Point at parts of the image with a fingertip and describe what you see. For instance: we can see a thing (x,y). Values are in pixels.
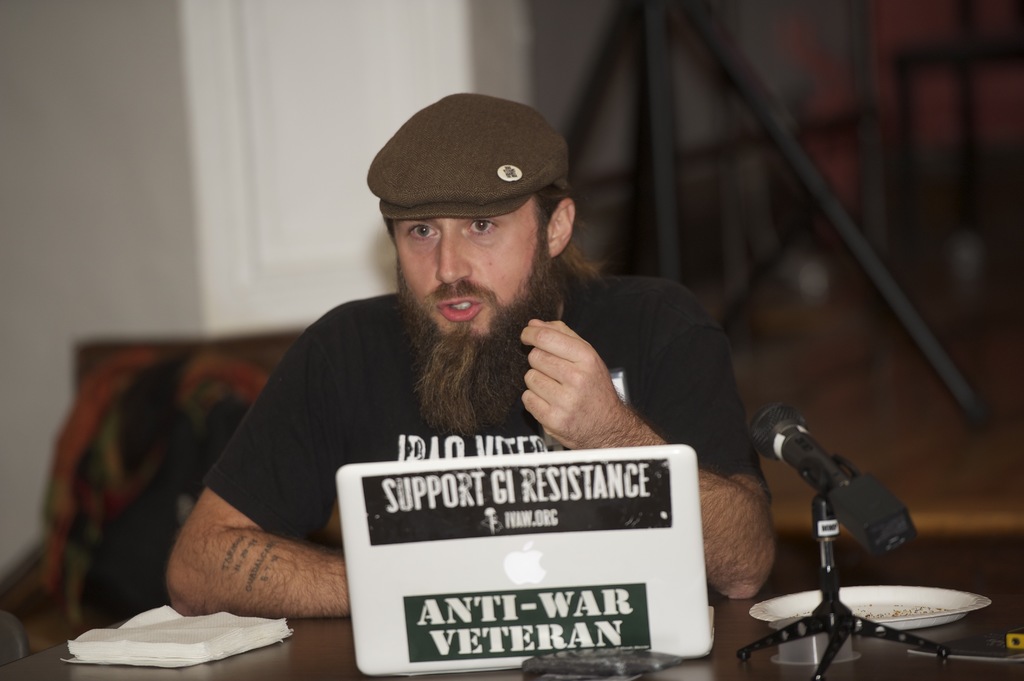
In this image we can see a man (563,438) beside a table (686,676) containing a laptop (558,619) with some stickers (546,622) on it, some tissue papers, a plate (875,596) and a mic (858,523) with a stand (845,618) which are placed on it. On the backside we can see a door (332,236), some metal poles (849,231) and a wall (22,401).
